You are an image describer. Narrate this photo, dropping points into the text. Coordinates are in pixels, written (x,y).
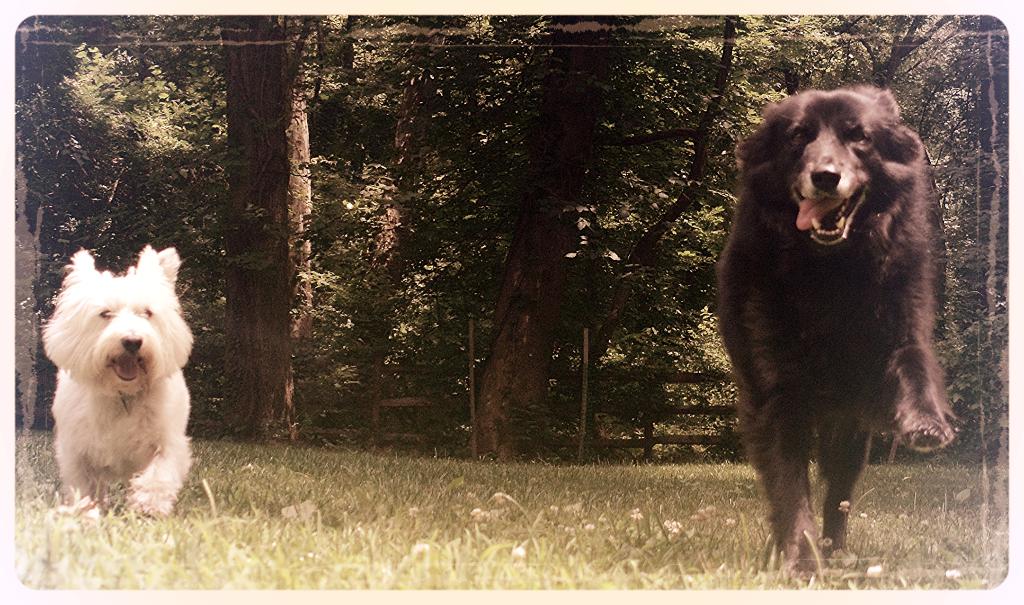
In this image I can see two dogs (809,106) on the right (791,499) and left sides of the image. I can see trees (355,170) and wooden fencing (652,448) behind them and grass (231,470) at the bottom of the image (547,513).
